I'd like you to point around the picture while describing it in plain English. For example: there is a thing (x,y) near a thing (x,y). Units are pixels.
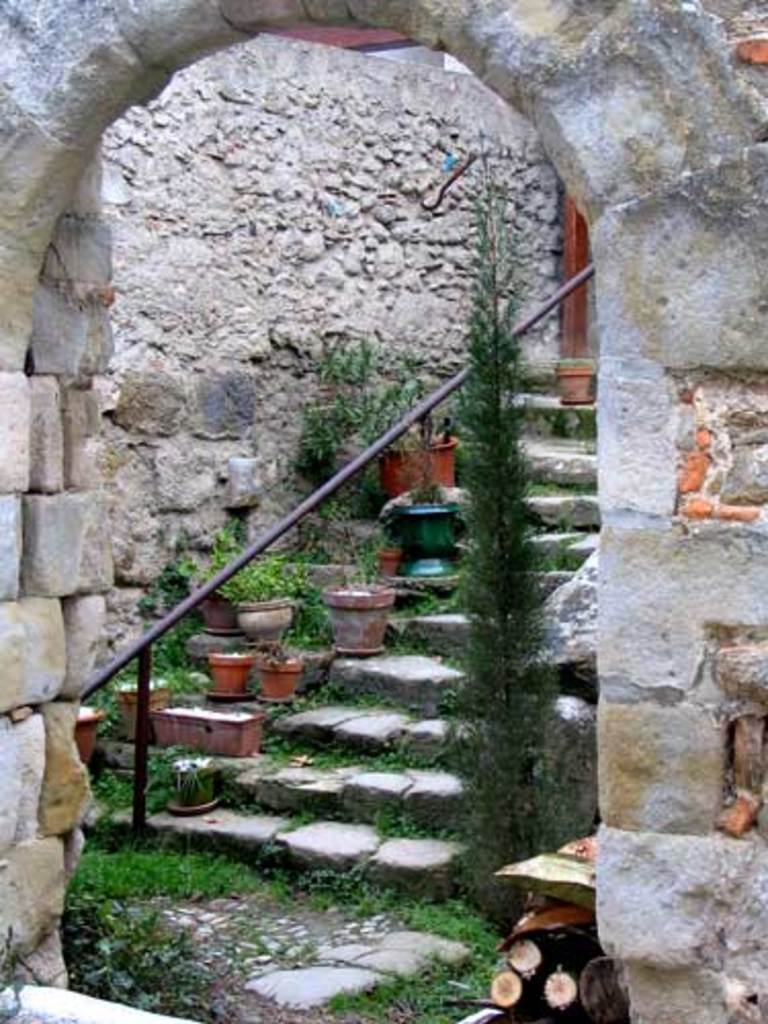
In this image there is an arch (741,837) and behind the arch (746,823) we can see plants (443,427) and also stairs (544,451).
